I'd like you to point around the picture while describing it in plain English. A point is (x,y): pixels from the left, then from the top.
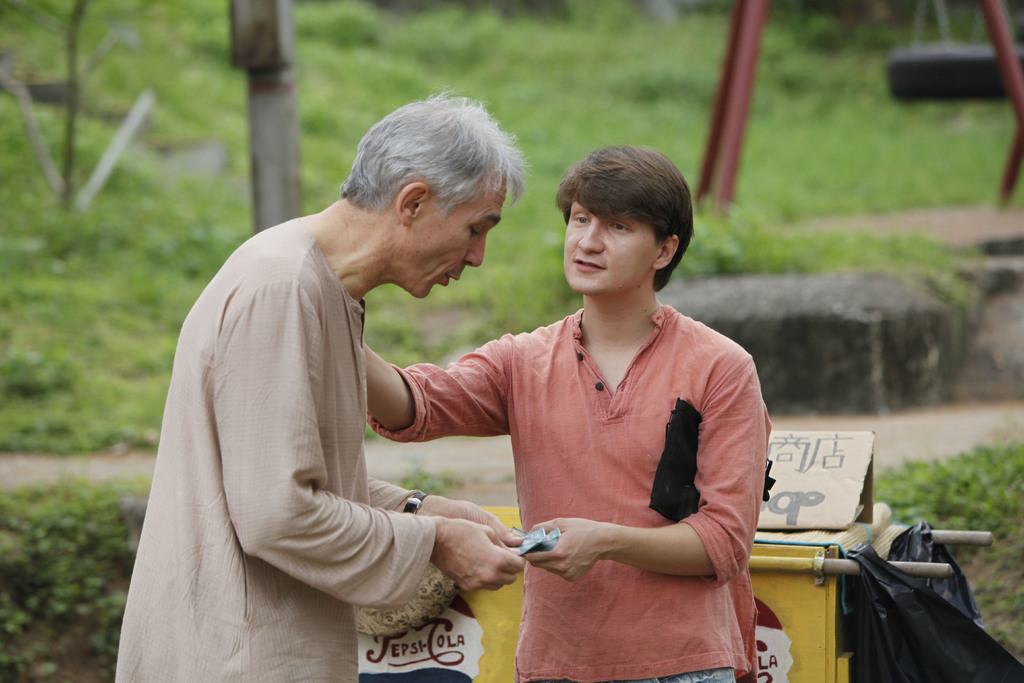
In this image I can see two people (451,561) standing person (660,194) on the right hand side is interacting with the person (453,216) on the left hand side (304,672). They are exchanging some papers (547,540). I can see a box like object (810,545) behind them with some text (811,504). I can see some covers (858,620) are hanging on this device (808,565). I can see a cardboard (850,474) with some text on the box (805,612). I can see the green grass (453,86), open ground (620,57), some poles (753,76) with a blurred background (632,60) behind them.
